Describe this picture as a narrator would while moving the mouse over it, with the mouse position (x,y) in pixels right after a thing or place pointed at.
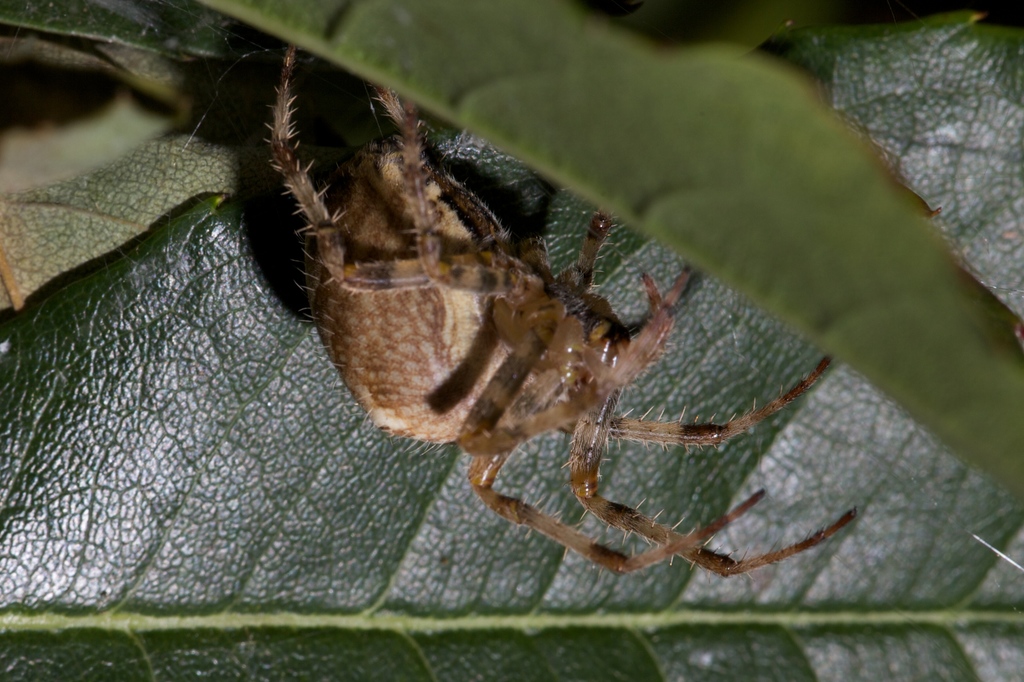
In this image I can see an insect (437,329) which is black, brown and cream in color is on the leaf (214,563) which is green in color.
